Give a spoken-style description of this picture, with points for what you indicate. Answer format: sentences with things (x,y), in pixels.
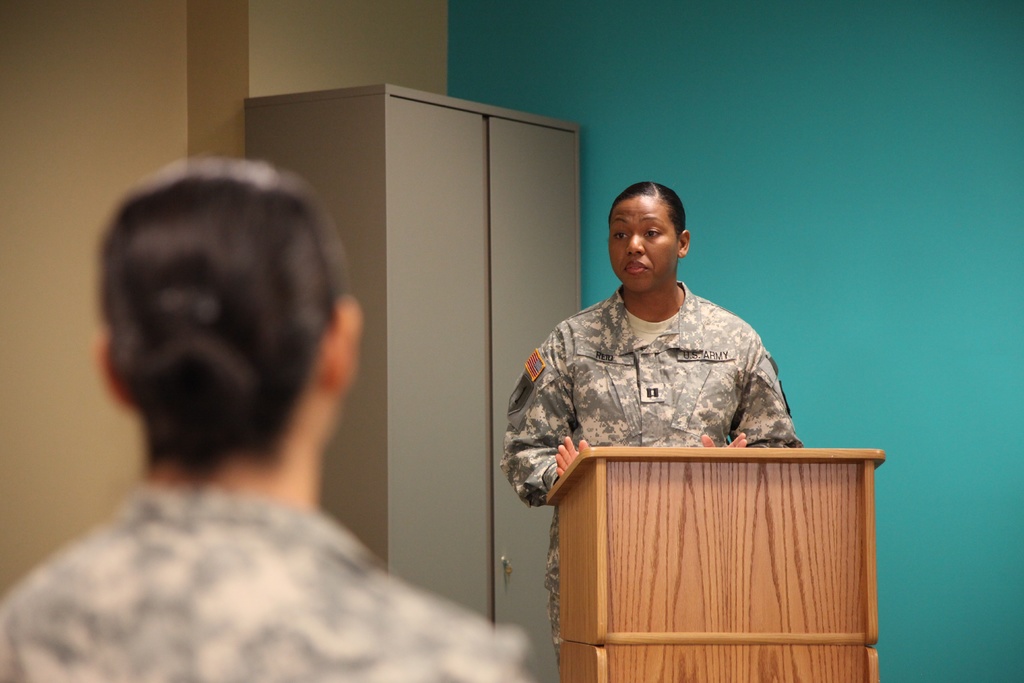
On the left side of the image (153,292) we can see a lady (113,395), but it is in a blur. In the middle of the image (666,244) we can see a lady (588,345) is standing in front of the desk (651,513) and she is wearing a uniform (633,436) and we can also see a cupboard (485,428). On the right side of the image (905,266) we can see a colored wall (965,368).
